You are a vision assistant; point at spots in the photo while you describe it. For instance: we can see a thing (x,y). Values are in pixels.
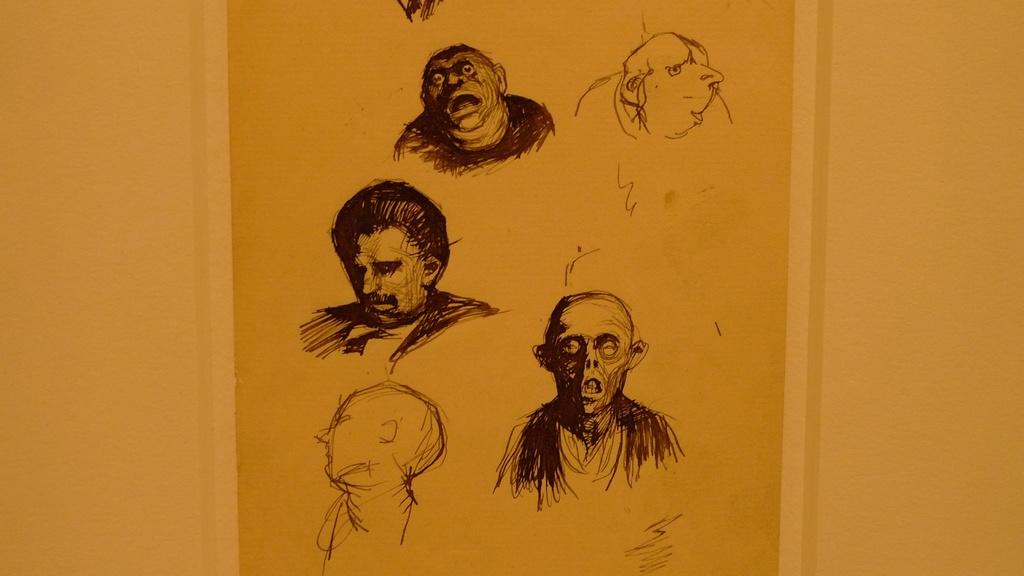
This is the drawing images (597,363) in the center (569,380).
